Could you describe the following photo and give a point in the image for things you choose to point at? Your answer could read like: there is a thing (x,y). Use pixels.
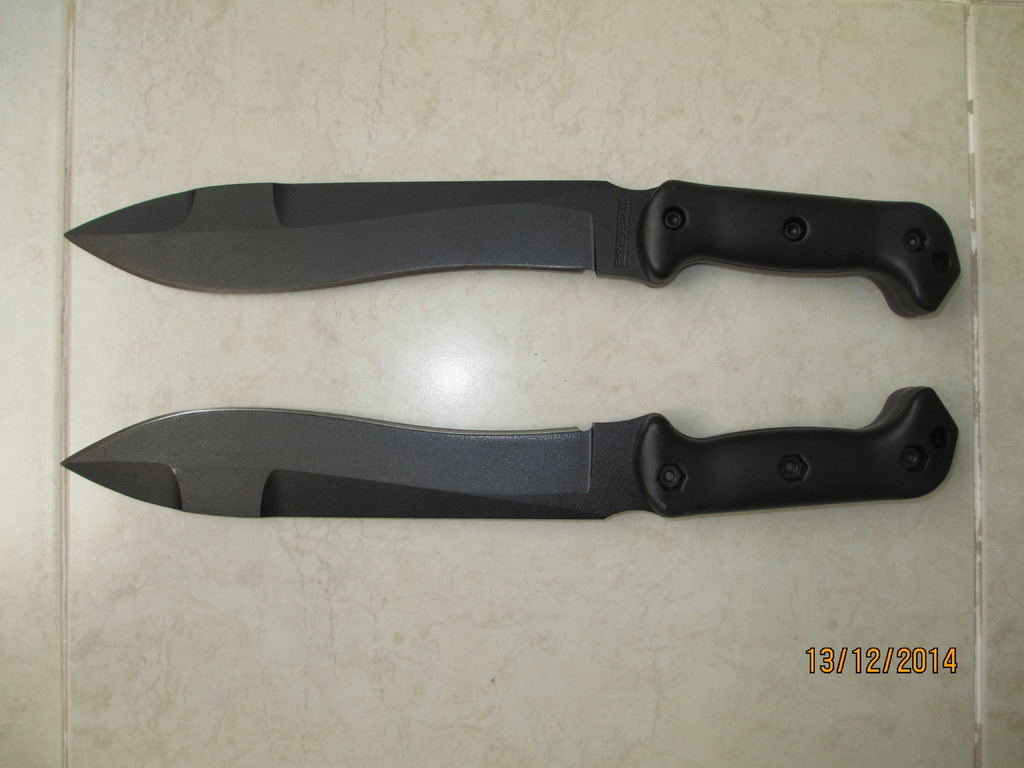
There are two black knives (302,432) on the table (552,362).
